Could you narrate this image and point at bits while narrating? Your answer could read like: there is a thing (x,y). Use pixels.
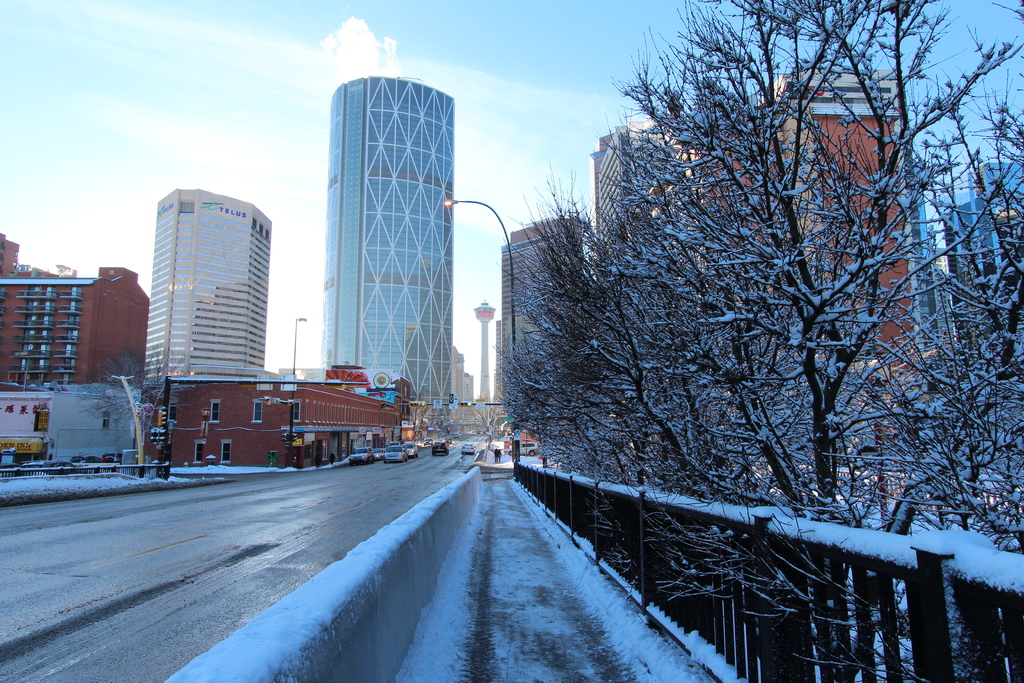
In the foreground (752,418) I can see a fence (539,490), trees (929,490), light poles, buildings (266,411) and fleets of cars (405,452) on the road (294,539). In the background (154,35) I can see the blue sky (168,112). This image is taken on the road (356,494).
